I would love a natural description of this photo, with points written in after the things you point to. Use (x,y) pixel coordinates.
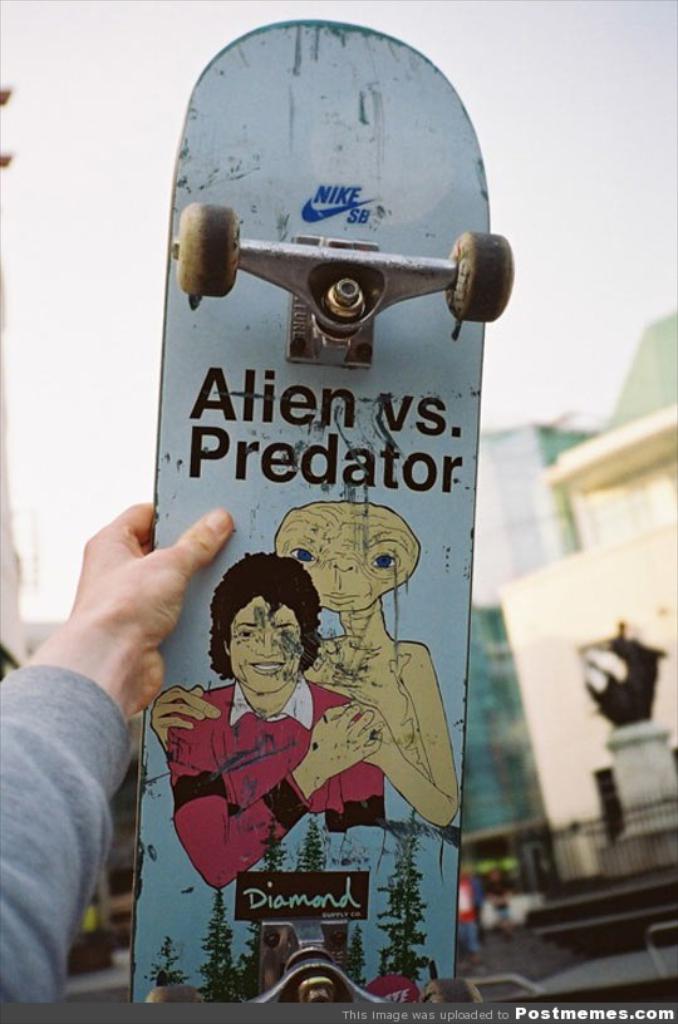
In this image there is a person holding a skateboard (352,381) in which there are some words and paintings (283,600) on it, and in the background (647,500) there are buildings (545,576), sky (594,406) and watermarks (418,1009) on the image.
